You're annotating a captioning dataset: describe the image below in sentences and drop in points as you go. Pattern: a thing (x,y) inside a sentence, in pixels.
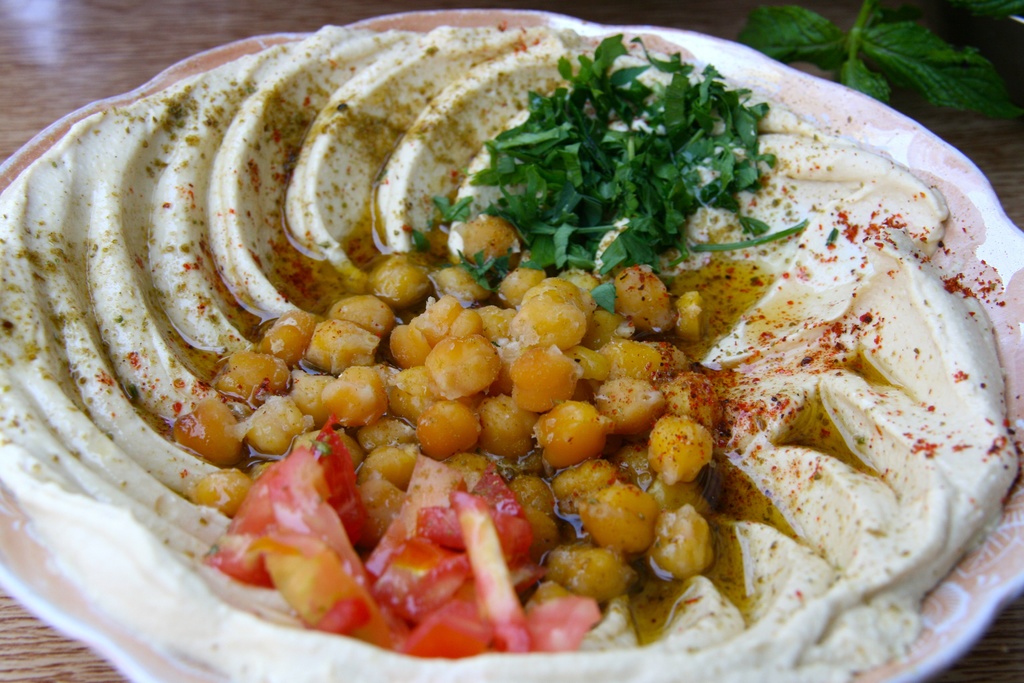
As we can see in the image there is table (328,14) and leaf (768,35). On table (944,110) there is plate (63,616). In plate (991,195) there is a dish (418,479).
